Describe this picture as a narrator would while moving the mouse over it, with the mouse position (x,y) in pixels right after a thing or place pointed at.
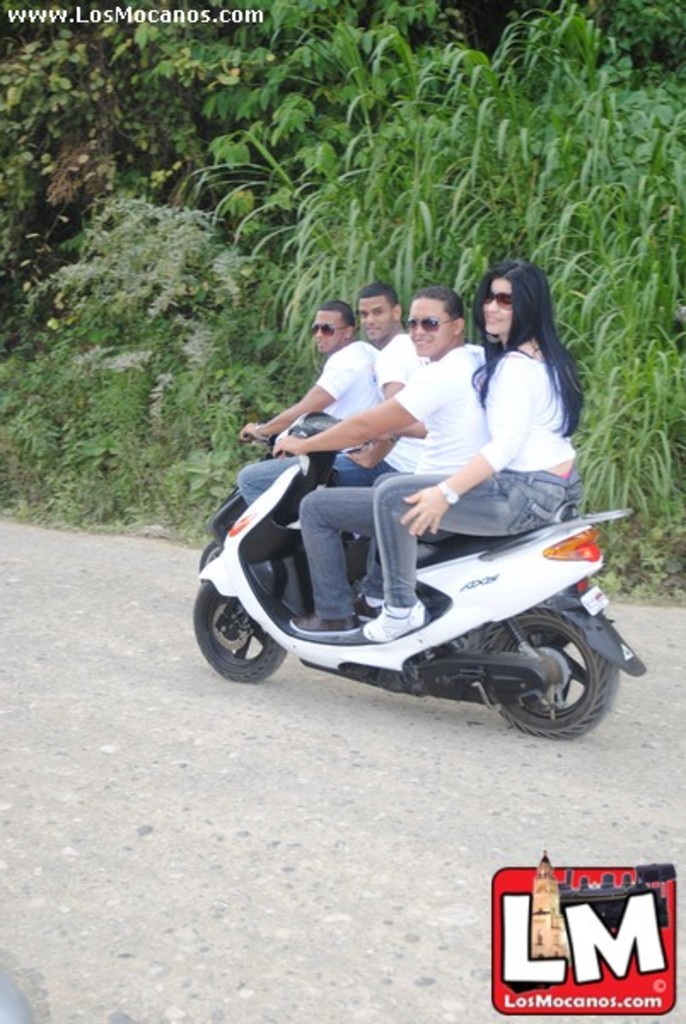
There are few people (371,469) riding bikes (226,626) on the road (301,754), behind them there are plants (330,291) and trees (61,185).
